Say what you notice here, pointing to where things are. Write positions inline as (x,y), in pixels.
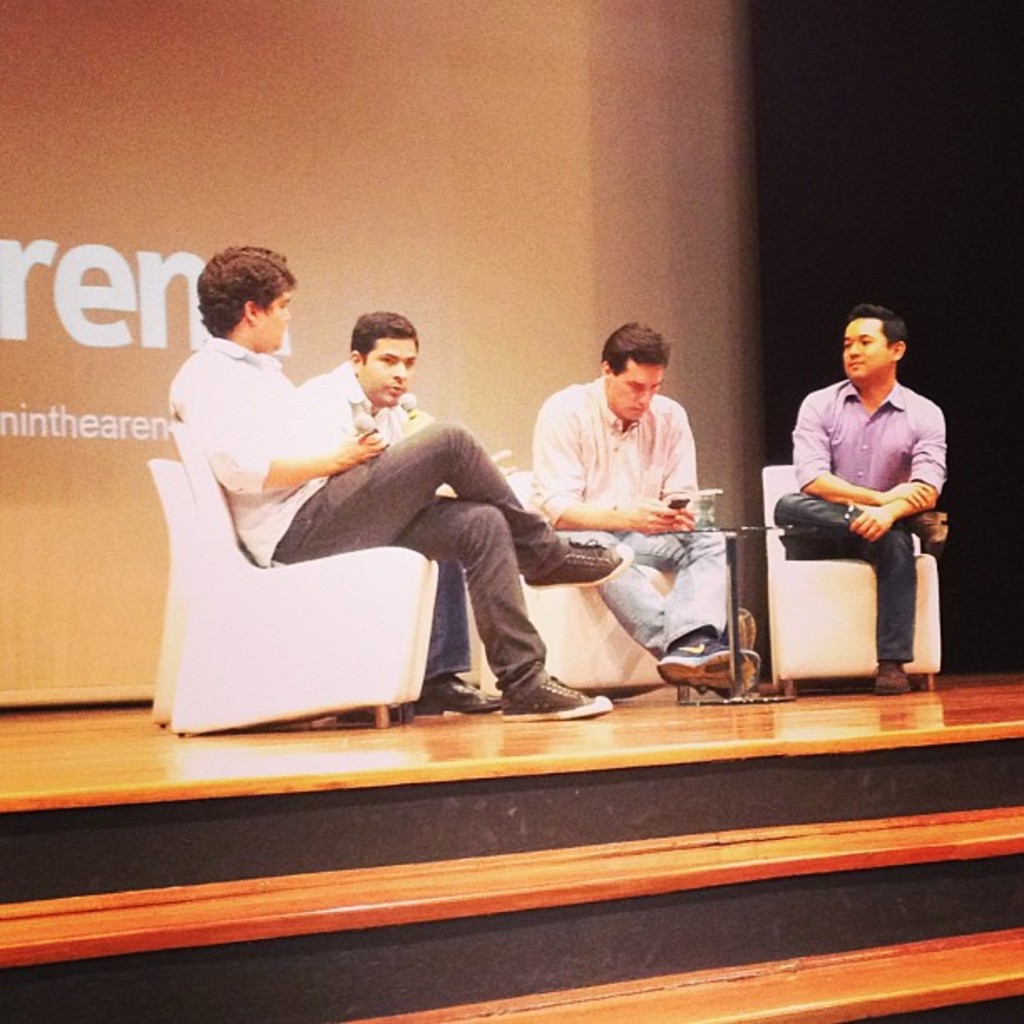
There are four persons (483,699) sitting on the chairs (571,605) and two of them are holding mikes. This is floor (409,736). In the background (143,489) we can see a banner (103,253).
